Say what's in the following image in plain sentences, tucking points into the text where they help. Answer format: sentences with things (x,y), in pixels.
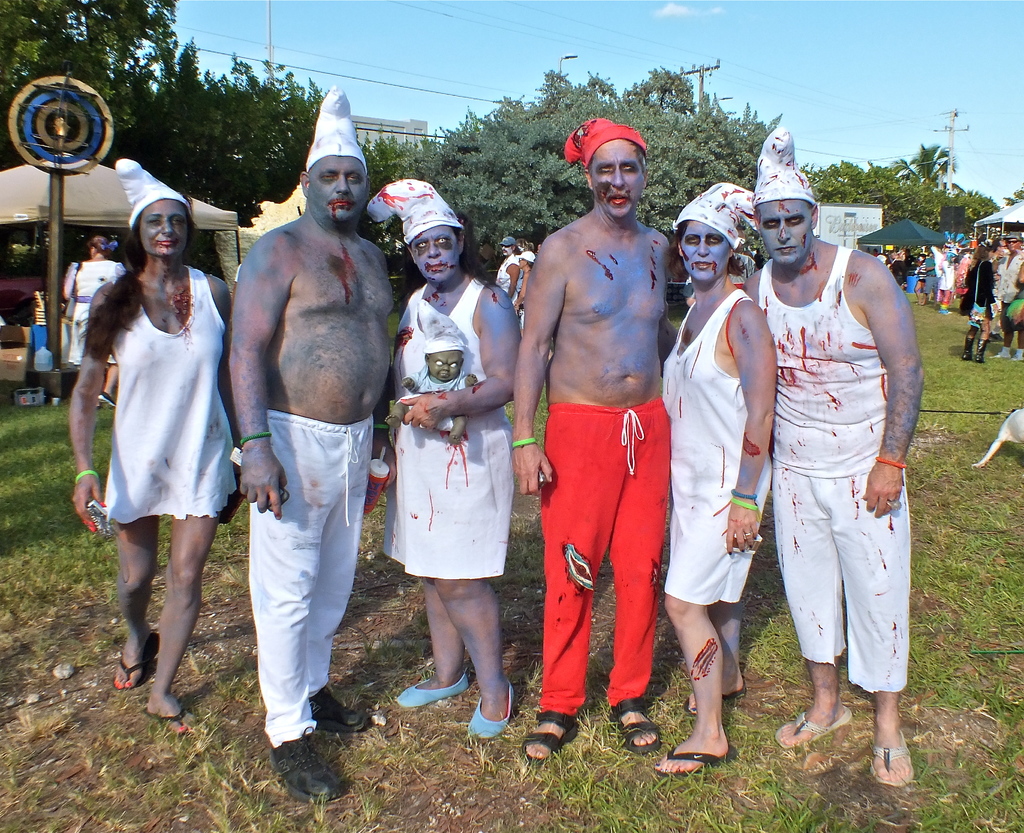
In this image, we can see a few people (648,494) with different costumes (626,468). We can see the ground (392,644) covered with grass (943,570). We can also see some trees (595,102), poles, wires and umbrellas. We can also see the sky (911,71). We can also see a board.
